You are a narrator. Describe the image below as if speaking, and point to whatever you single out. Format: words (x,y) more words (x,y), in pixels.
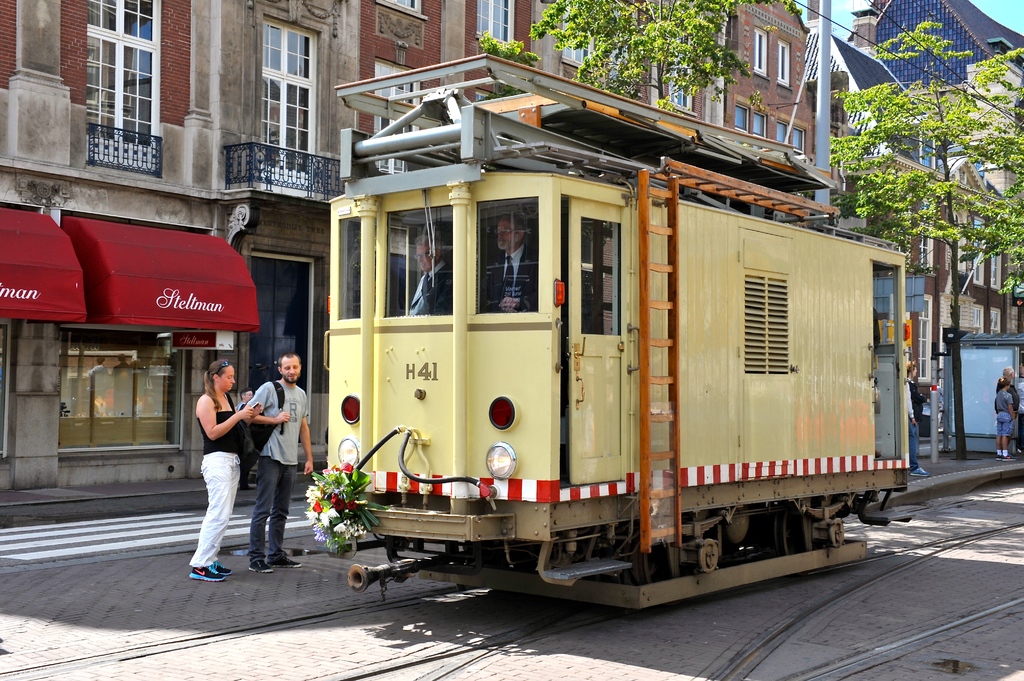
In this image I can see a train (718,507). I can see two persons (493,294) inside the train (474,316). I can see few persons (202,530) standing. I can see few trees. In the background (272,135) I can see few buildings (257,75).
